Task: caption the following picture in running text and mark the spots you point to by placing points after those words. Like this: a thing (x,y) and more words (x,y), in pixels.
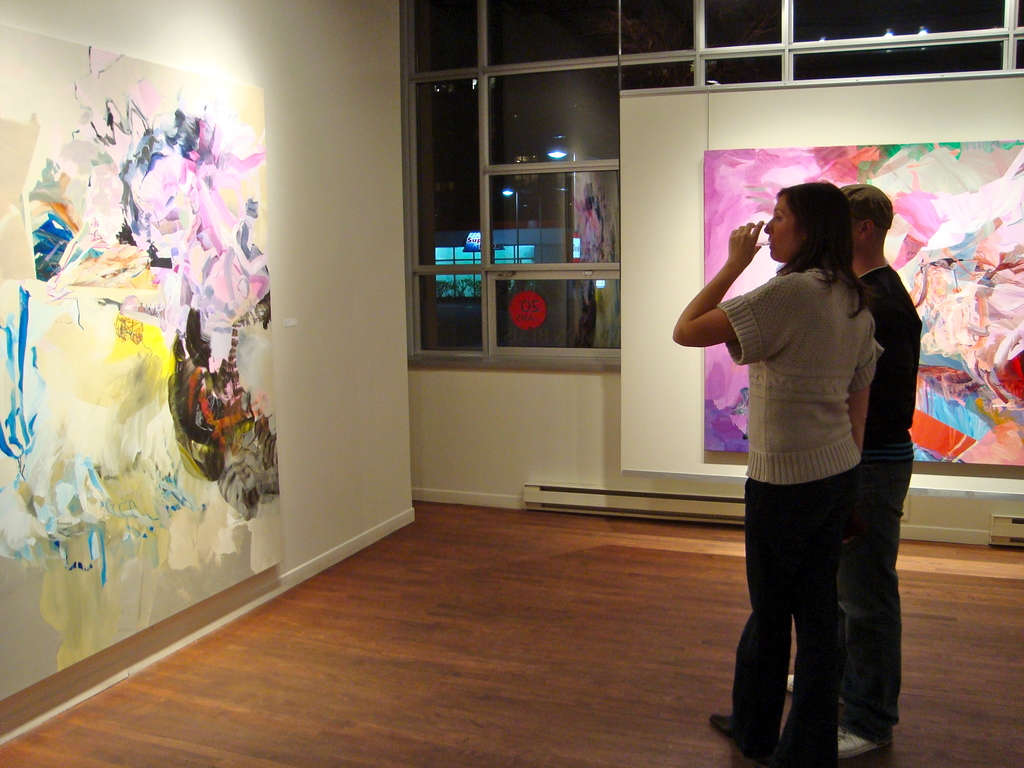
In this picture there is a woman (778,614) who is drinking the water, beside her there is a man (891,599) who is wearing a black dress (881,638) and white shoes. On the left (29,233) and right side (980,238) I can see the paintings (264,313) which are placed near to the wall (372,309) and window (609,257). Through the window (548,249) I can see the buildings (547,248) and street lights (517,197).
